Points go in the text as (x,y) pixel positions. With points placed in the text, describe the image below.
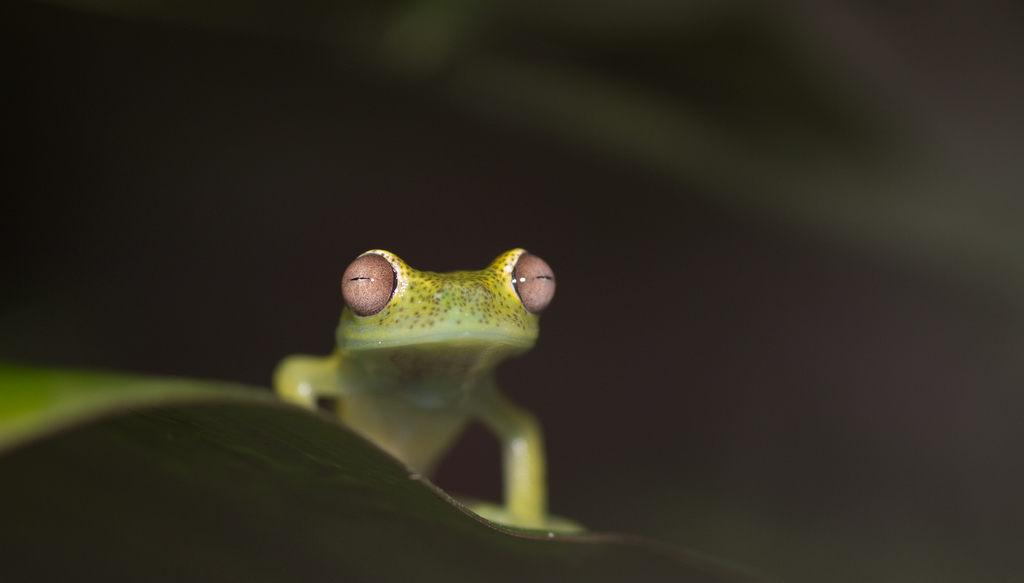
In this image there is a frog (358,295) on a leaf (311,496). Background (967,298) is blurry.
